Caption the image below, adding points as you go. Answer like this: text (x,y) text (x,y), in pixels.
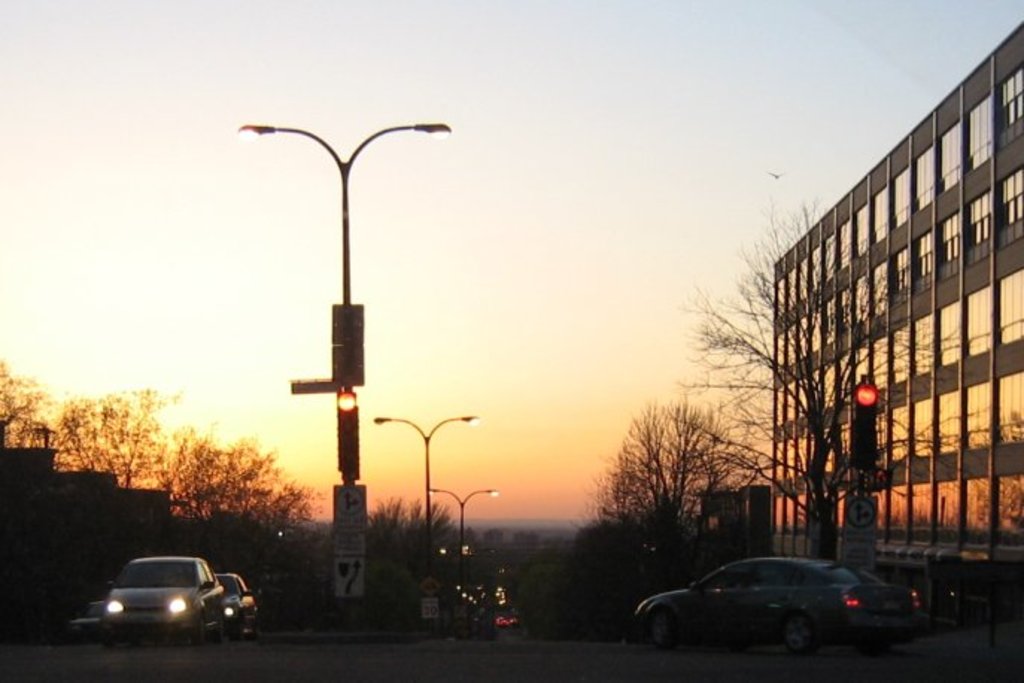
This picture is taken on the wide road (510,666). In this image, on the right side (857,578), we can see a car (837,577) which is moving on the road (939,673), traffic signal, hoardings (859,513), trees (666,523), building (965,439), glass window (1019,401) and a bird (776,176) which is flying in the air. On the left side (184,583), we can see few vehicles (164,588) which are moving on the road (355,667), trees (205,476), building (30,516), traffic signal (341,430). In the middle of the image (343,426), we can see traffic signal (352,415), street light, hoardings (360,546). In the background (371,546), we can also see some trees (308,547). At the top (524,36), we can see a sky (585,256), at the bottom (158,663), we can see a road (279,665).
